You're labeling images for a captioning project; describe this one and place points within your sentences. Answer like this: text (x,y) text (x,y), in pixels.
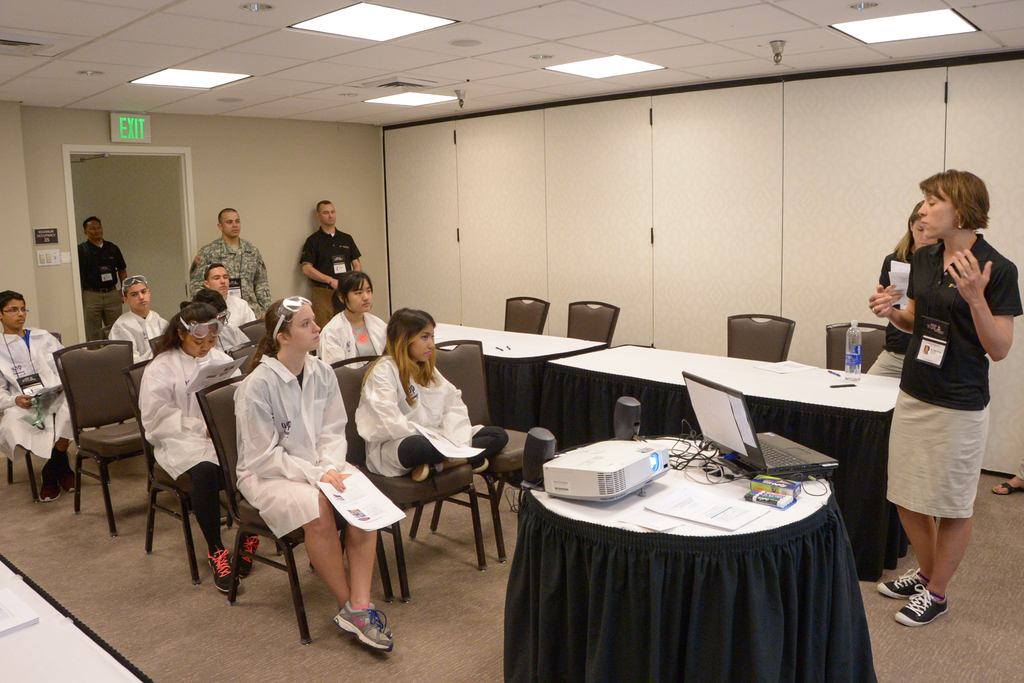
It is a closed room (676,329) where many people (177,448) are sitting on the chairs (408,492) and wearing white coats (299,428) and on the right corner of the picture (944,553) a woman (944,553) is standing wearing a skirt (938,423) and t-shirt (939,396) in front of her there is a round table (743,528) and laptop (758,472) and a projector (637,483) is on it, beside her there is a another table (732,371) and chairs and behind the people (360,273) sitting there are two men (318,255) standing, behind them there is a wall (262,222) and there is a exit sign board (141,139) and one person (94,293) is standing outside the room (72,251) he is wearing a black shirt (100,267).
